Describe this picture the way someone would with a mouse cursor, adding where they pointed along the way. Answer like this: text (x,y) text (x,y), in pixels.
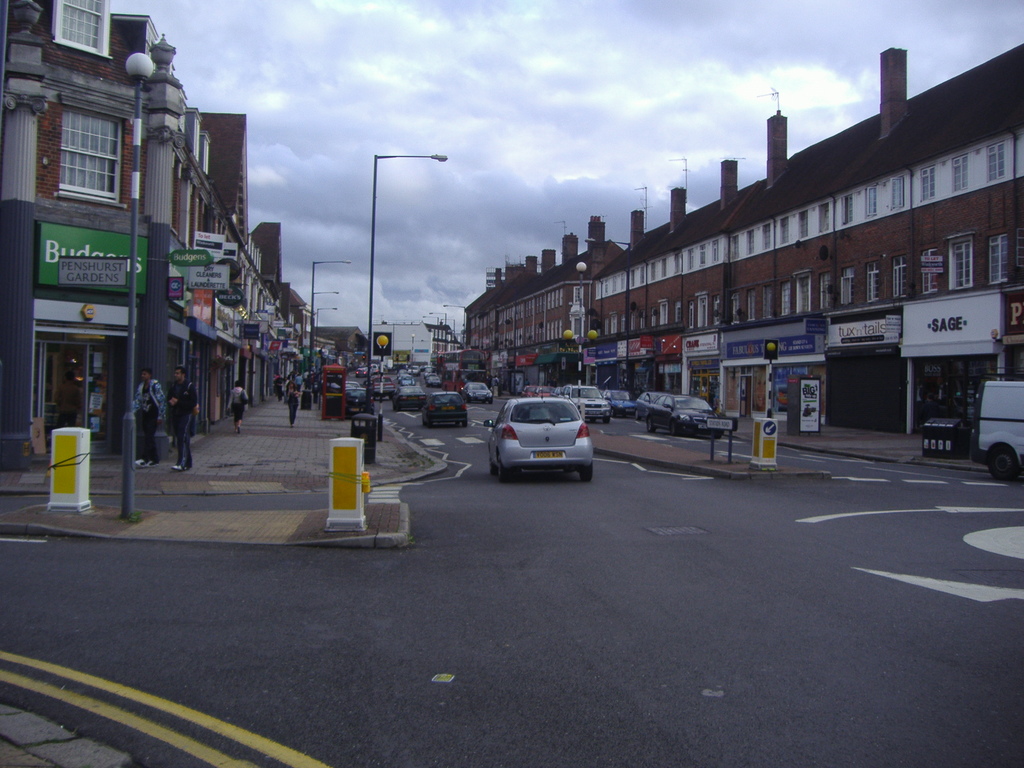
In the picture I can see vehicles (652,411) moving on the road (621,739), we can see traffic signal poles (769,383), light poles (581,379), boards (211,283), building (271,283) on the either side of the image, we can see people (156,418) walking on the sidewalk (148,483) and in the background (389,290) we can see the cloudy sky (438,93).
